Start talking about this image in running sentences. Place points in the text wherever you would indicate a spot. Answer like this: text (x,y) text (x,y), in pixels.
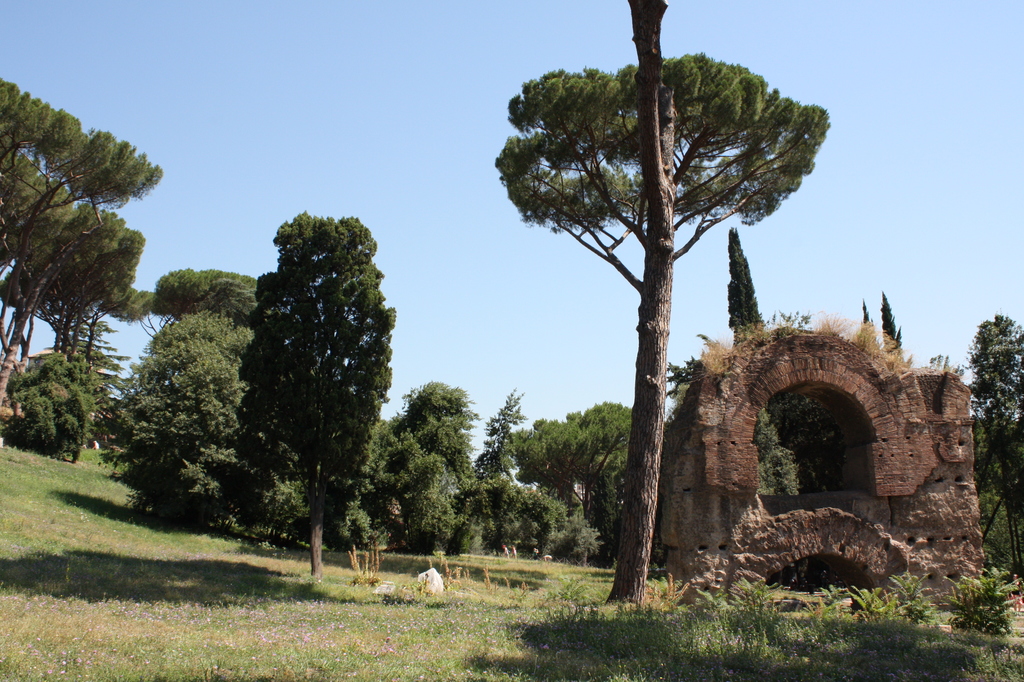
In this image, we can see trees (539,444) and there is a small fort (855,516). At the top (307,105), there is sky (307,114) and at the bottom (356,648), there is ground (347,650).
